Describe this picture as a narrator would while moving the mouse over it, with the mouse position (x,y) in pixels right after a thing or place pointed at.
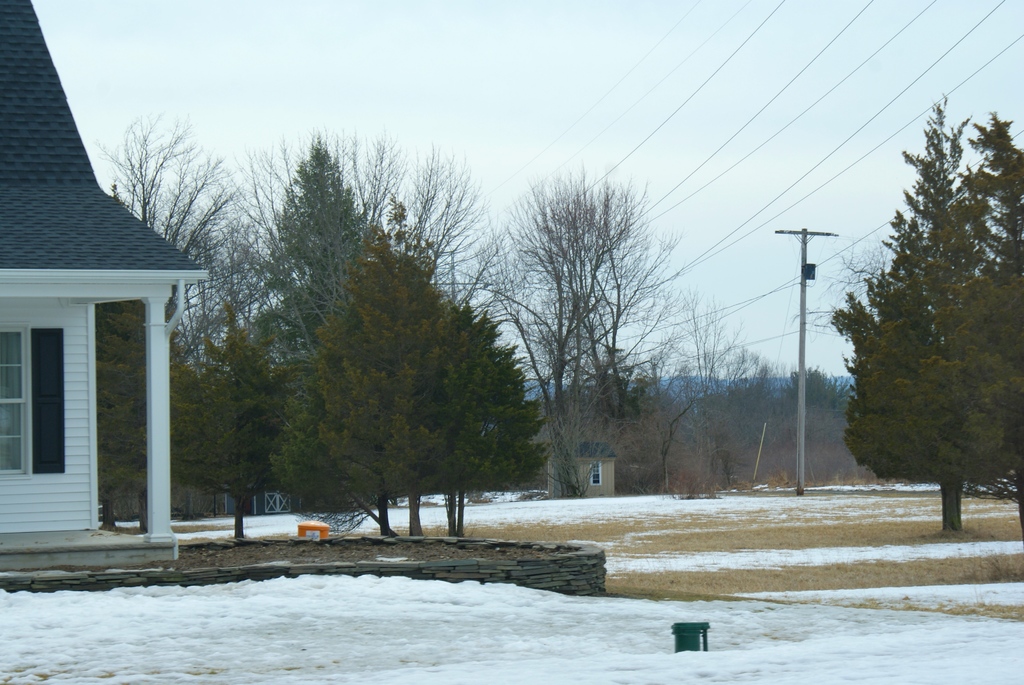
In the picture I can see a house (110,260) on the left side (151,428). In the foreground of the picture (328,623) I can see the snow (471,632). In the background (547,310), I can see the trees (873,362). I can see an electric pole (800,352) and electric wires (752,119) on the right side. There are clouds (572,123) in the sky (488,88).
